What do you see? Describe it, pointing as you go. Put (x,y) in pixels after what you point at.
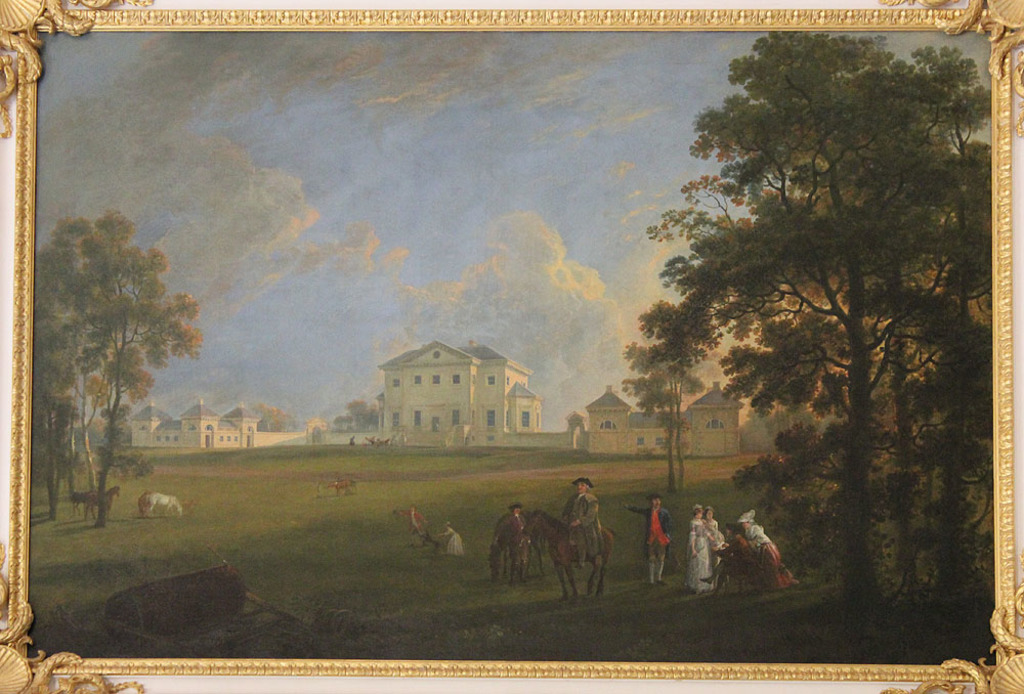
In this picture we can see a frame (1005,595) and in this frame (50,674) we can see trees (908,312), buildings (414,411) with windows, animals (498,567) and some people (745,570) on the grass (353,504) and in the background (232,277) we can see the sky (505,112) with clouds (424,112).
